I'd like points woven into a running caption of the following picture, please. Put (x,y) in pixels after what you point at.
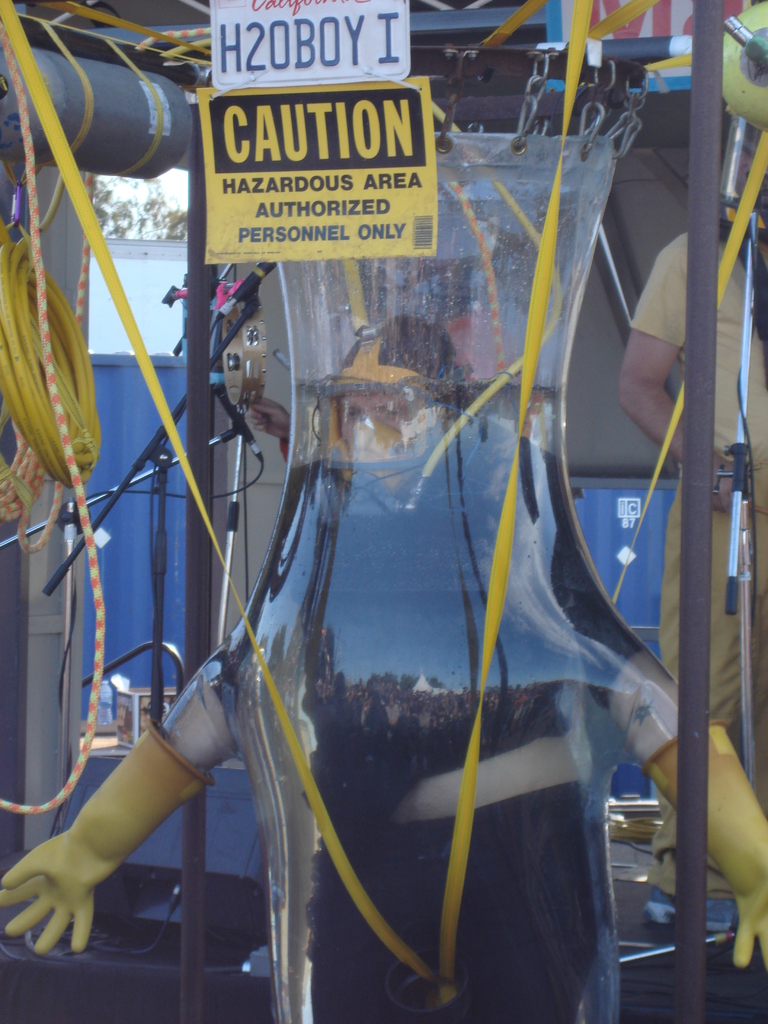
In this picture there is a man (614,978) who is wearing different kind of dress (451,767) and gloves (751,919). At the top (328,72) we can see the sign boards (248,50). On the right (767,572) there is another man (731,631) who is standing near to the mic (744,635). On the left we can see yellow ropes (9,275).
